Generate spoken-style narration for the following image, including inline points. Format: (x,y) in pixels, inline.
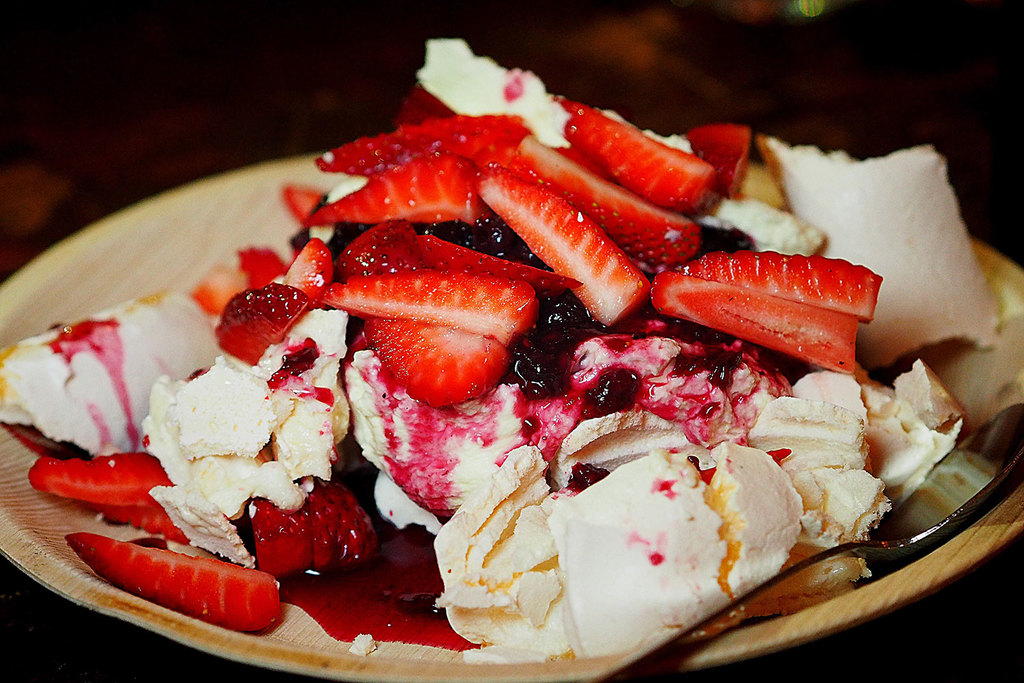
In this picture we can see some food (303,525) on a plate (49,309). Background (1020,126) is blurry.
